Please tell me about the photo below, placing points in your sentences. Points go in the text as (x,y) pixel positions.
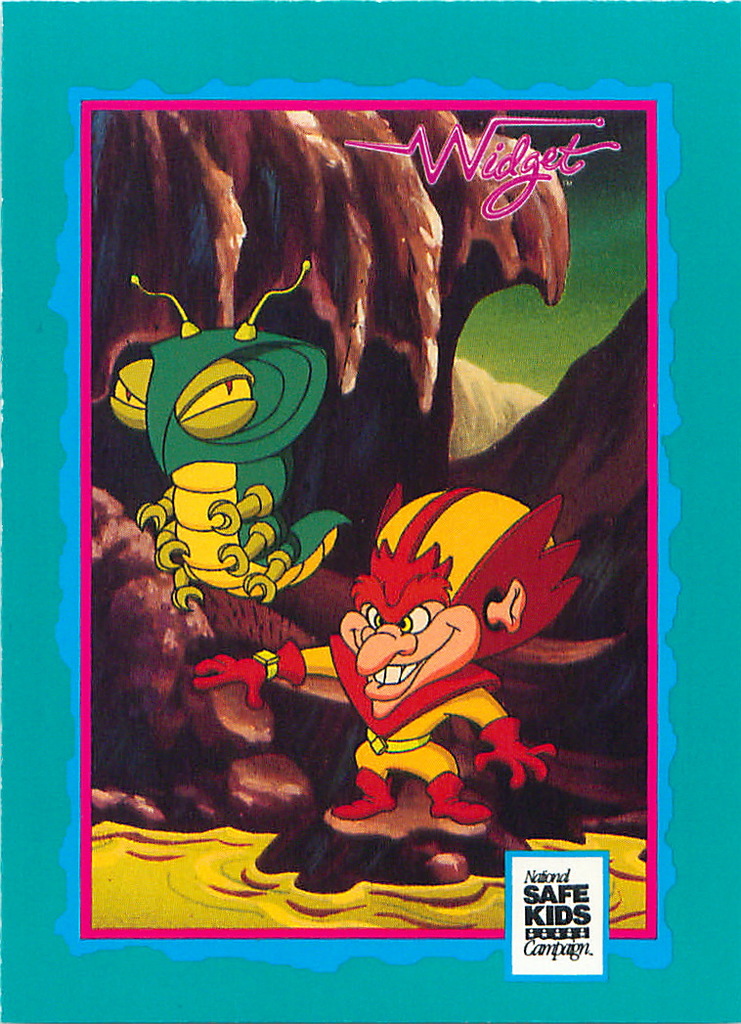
In the center of this picture (408,664) we can see a cartoon of a person (378,563) and a cartoon of an animal (220,492). In the background (453,251) we can see the rocks (598,447) and we can see the borders (678,934) and the text (418,131) on the image.
